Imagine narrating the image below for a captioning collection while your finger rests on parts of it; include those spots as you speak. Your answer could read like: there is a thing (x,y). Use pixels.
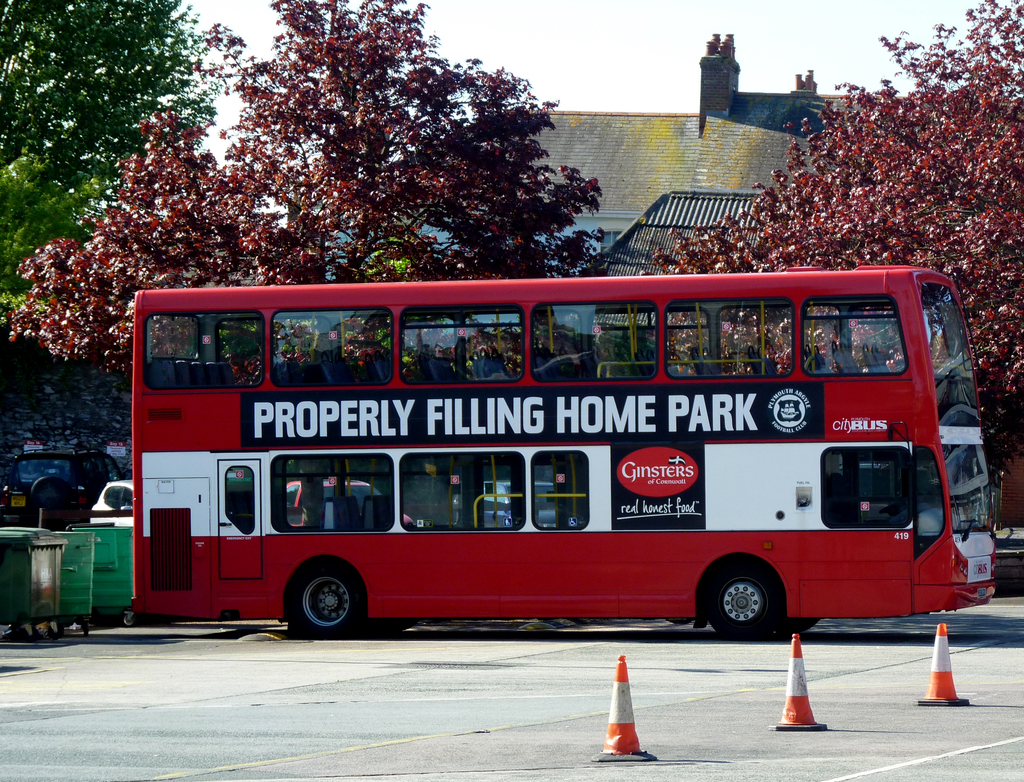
In this image we can see a bus (823,464) on the road (851,640). We can also see some traffic poles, containers (119,596), a car (63,486), a group of trees (10,364), a house (730,191) with roof (730,191) and the sky (612,32) which looks cloudy.
